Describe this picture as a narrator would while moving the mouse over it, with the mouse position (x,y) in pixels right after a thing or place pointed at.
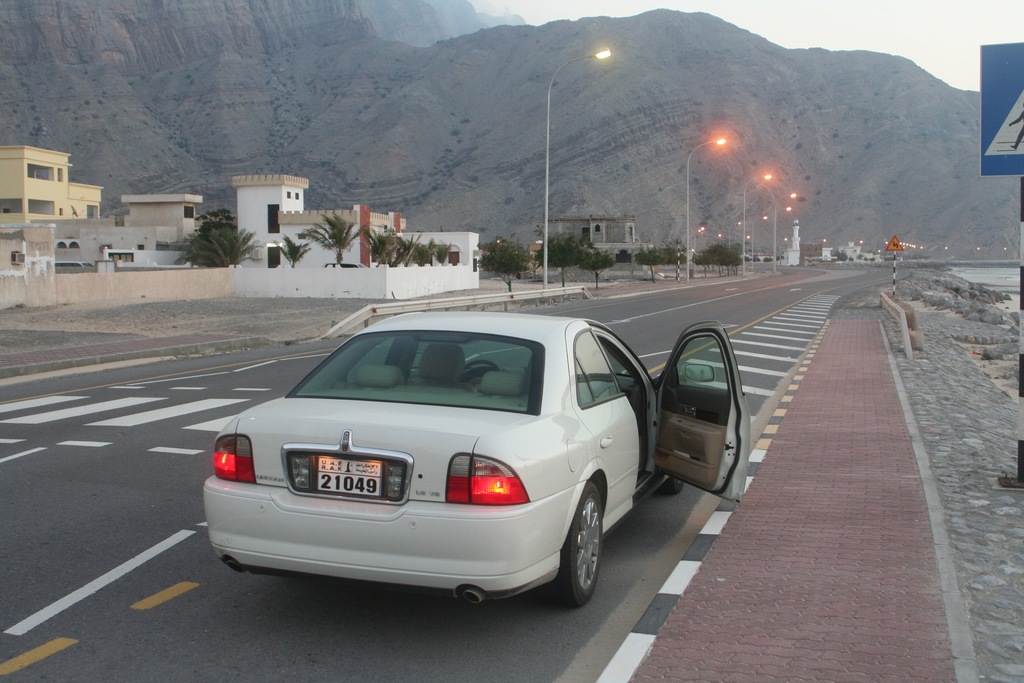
In this image I can see a road (512,661) and on it I can see number of lines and a white colour car (579,512). On the right side of the image (891,248) I can see two sign boards (1004,67) and on the left side (314,252) I can see number of poles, street lights (548,135), number of trees (509,256) and buildings (12,264). I can also see mountains (436,184) in the background (362,37).
